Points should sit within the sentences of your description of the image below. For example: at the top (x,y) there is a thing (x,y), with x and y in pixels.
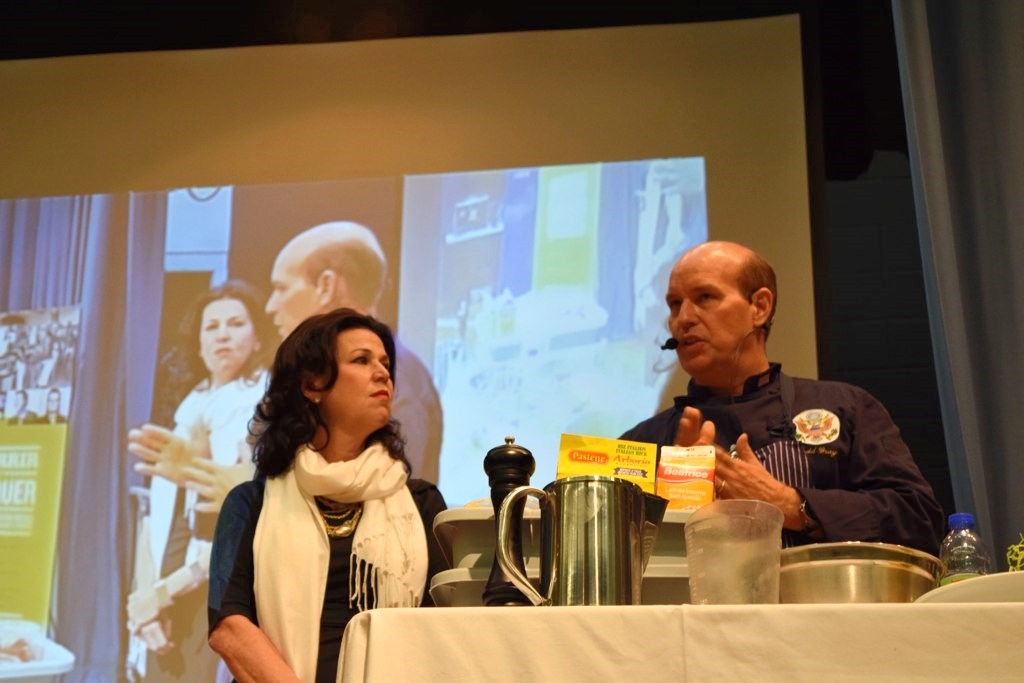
In the picture we can see a man (754,333) wearing apron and a woman (430,493) wearing dress (351,585) and scarf (307,593) are standing here where we can see a table (835,606) in front of them. Here we can see some objects (574,541) are placed on the table (491,640). In the background (147,326), we can see the projector screen (724,113) on which we can see these two persons (169,643) are displayed.
